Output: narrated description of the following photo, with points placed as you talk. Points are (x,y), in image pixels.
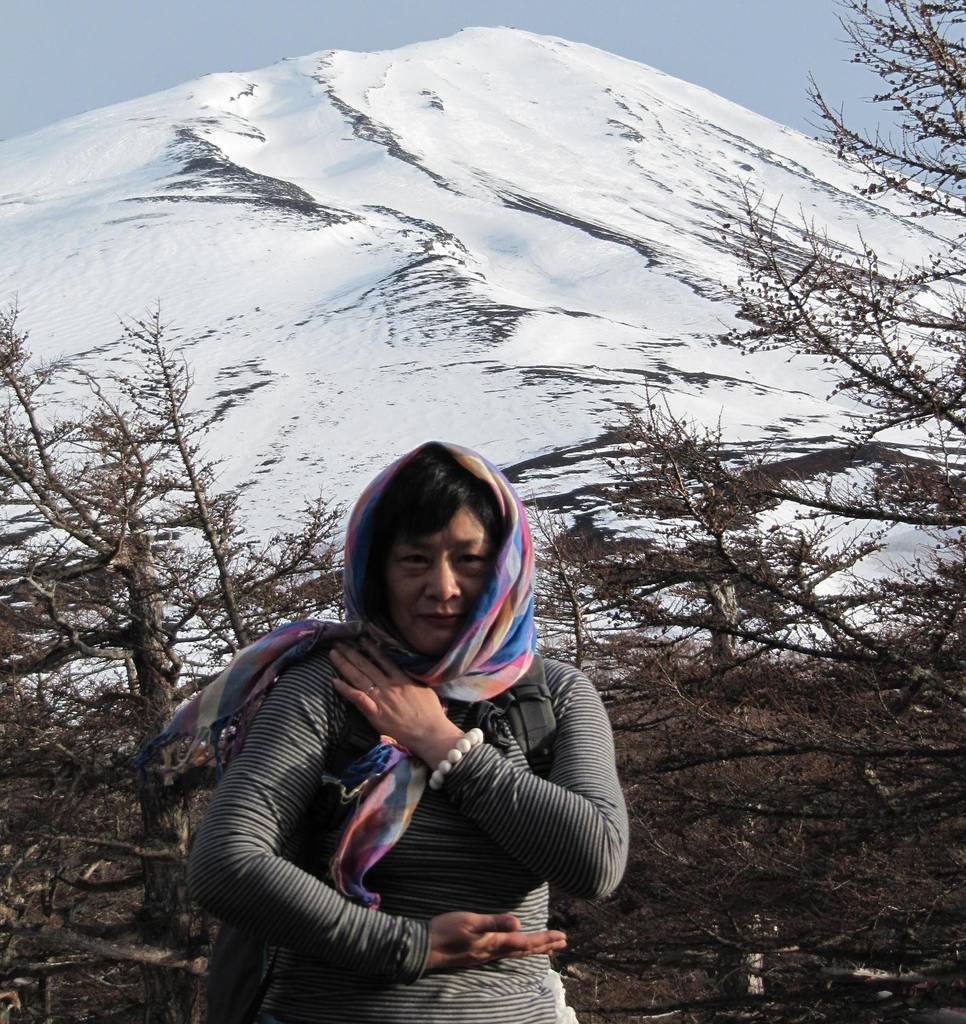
At the bottom of this image (509,879), there is a person (362,741) having a scarf (480,651) and smiling. In the background (80,488), there are trees (806,574), a mountain (623,70) on which there is snow (671,197) and the sky (33,49) is clear.
